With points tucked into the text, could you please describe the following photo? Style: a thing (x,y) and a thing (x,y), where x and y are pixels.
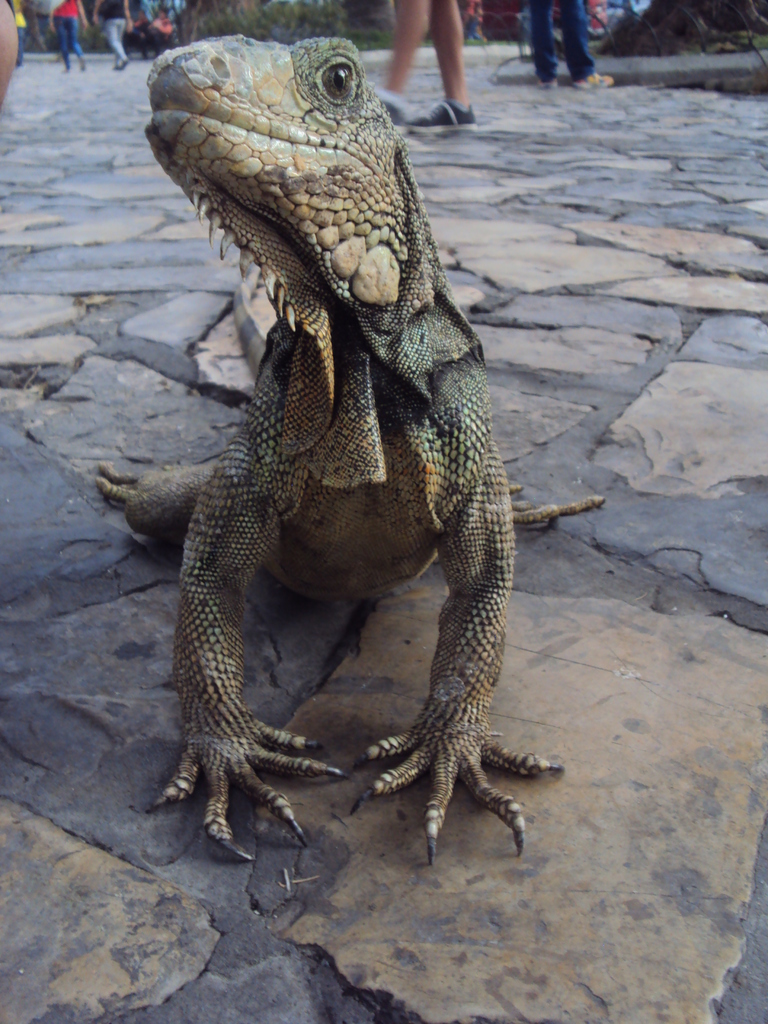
In this image we can see an animal (347,388) on the surface (54,147), in the background (222,21), we can see a few people (69,55) walking and standing, there are some plants (266,17) and trees (355,6).
